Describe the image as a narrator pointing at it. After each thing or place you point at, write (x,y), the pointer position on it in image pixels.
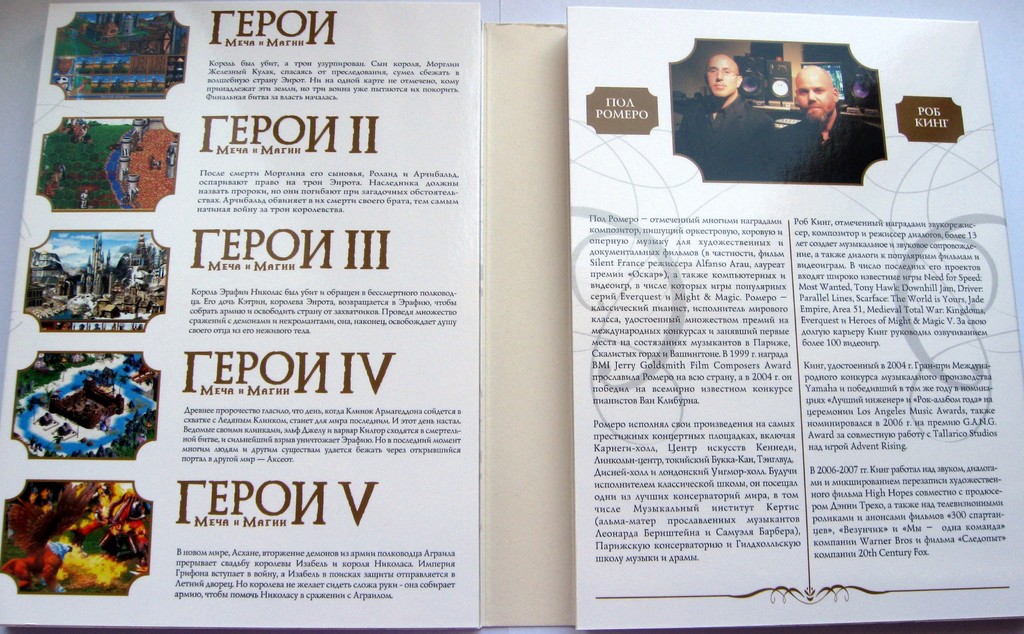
In this image there is a book (482,383) with some text (749,458) and images (138,199) on it.
